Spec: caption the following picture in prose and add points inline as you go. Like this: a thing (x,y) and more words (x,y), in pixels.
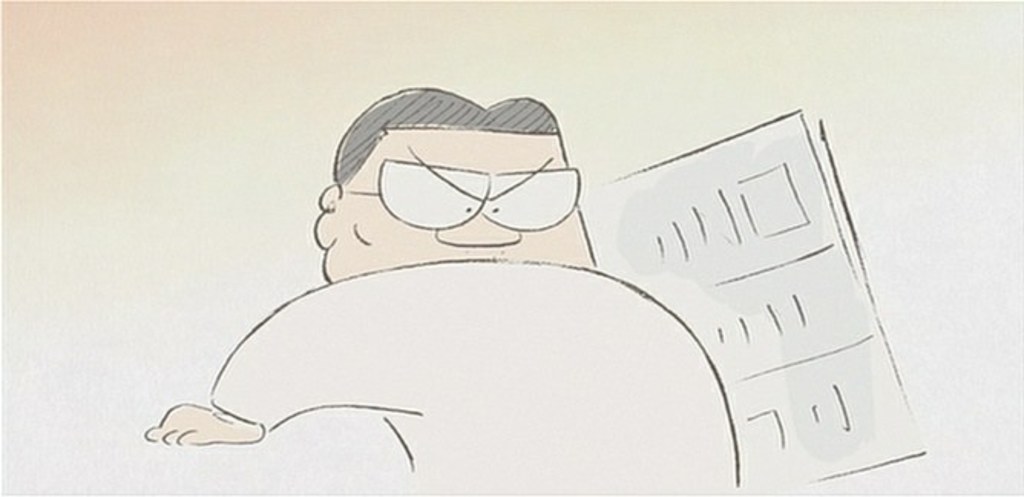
Here we can see drawing (590,300) of a man (546,269) and an object (732,289).
